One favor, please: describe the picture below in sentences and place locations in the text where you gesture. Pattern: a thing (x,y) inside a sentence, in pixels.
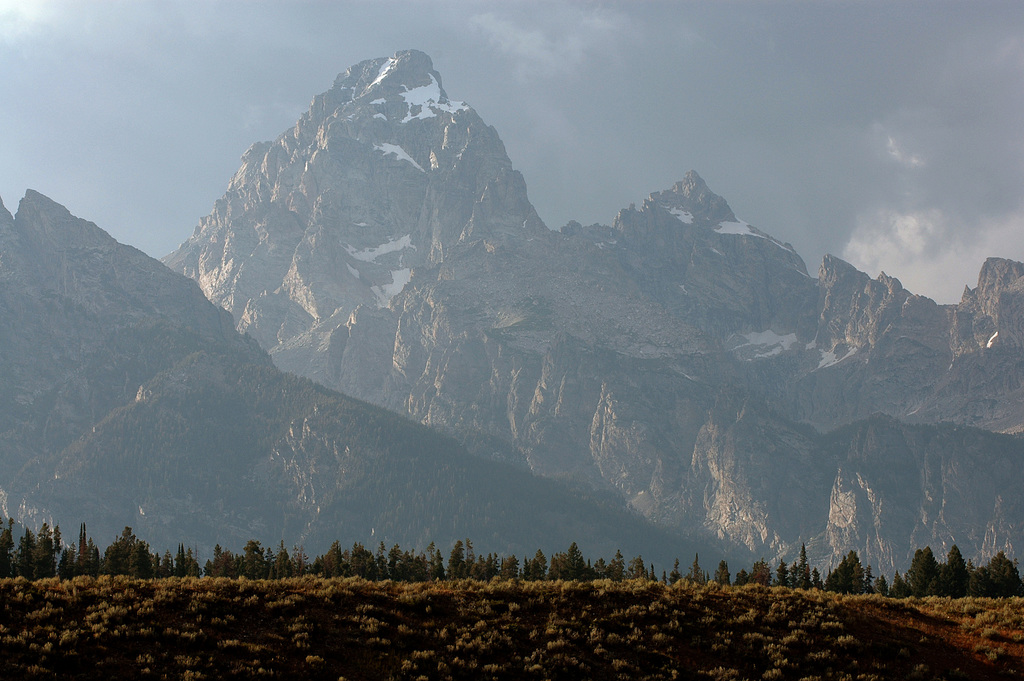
In this picture I can see there is grass (546,637) on the floor (546,637), there are trees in the backdrop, there are mountains (383,167) in the backdrop (288,465), it has some snow (398,245) on it and the sky (504,45) is cloudy.
